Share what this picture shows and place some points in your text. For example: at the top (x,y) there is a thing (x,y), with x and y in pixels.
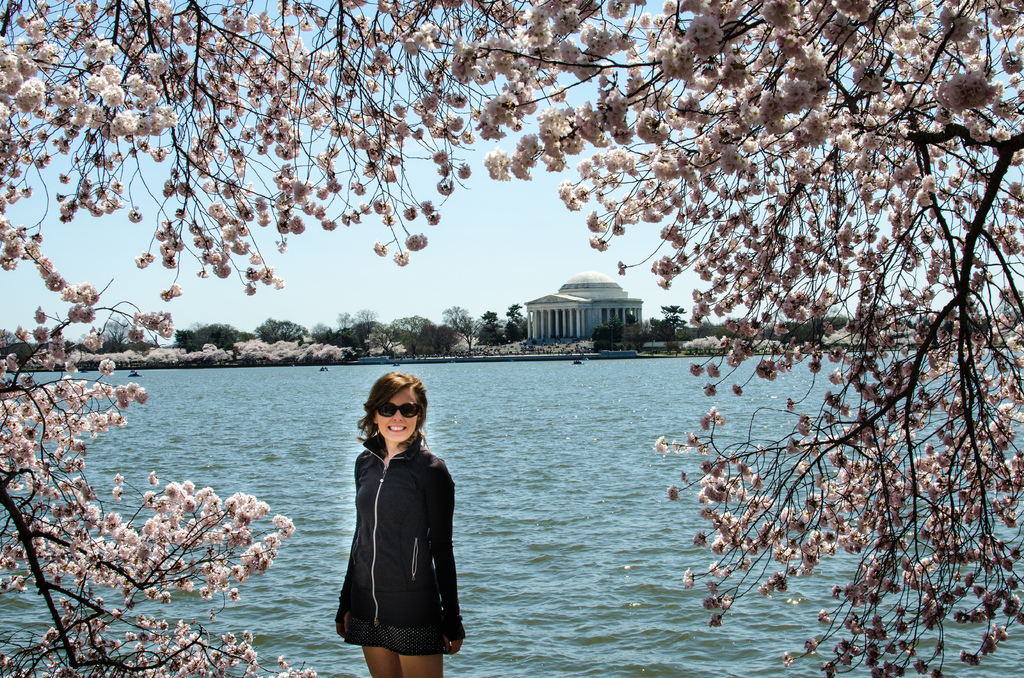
In this image we can see blossom (784,513) and a woman (375,410) standing. In the background (440,404) there are buildings (534,339), trees (274,347), water (357,368) and sky (114,298).
